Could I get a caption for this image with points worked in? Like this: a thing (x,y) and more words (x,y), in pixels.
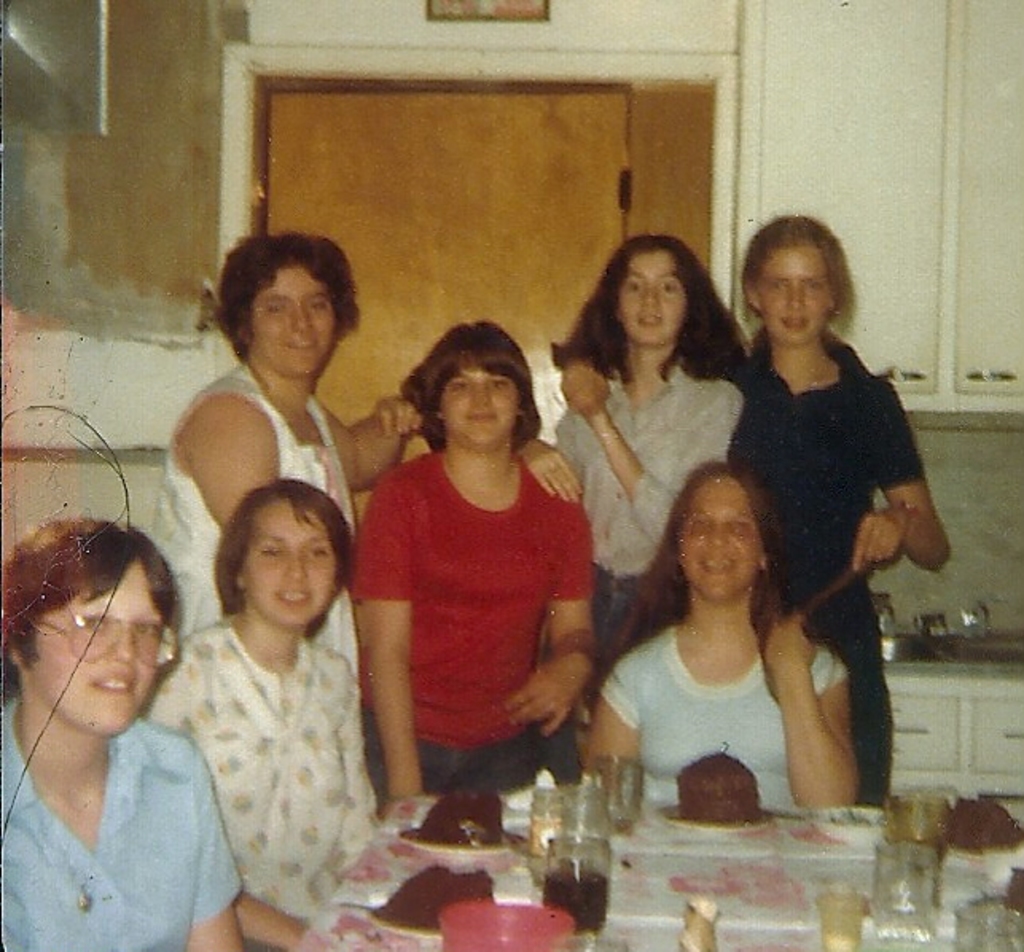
In this picture I can see there are few people (604,311) standing and few of them are sitting in the chairs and there is a table (744,867) in front of them, there is cake (485,831) served in the plates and there are water glasses (603,880). In the backdrop (615,171) there is a door (509,251) and a wall (674,3).
